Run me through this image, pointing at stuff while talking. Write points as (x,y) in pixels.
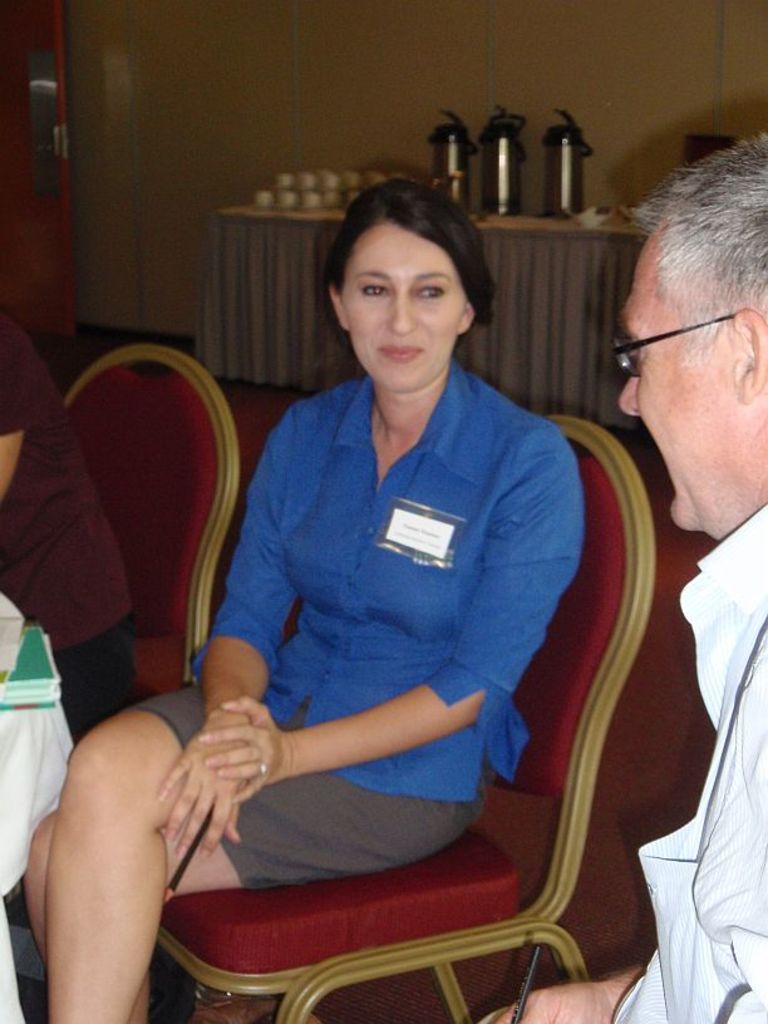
This image consists of three persons (190,787). In the front (263,709), the woman (236,743) sitting is wearing a blue shirt (456,587) is sitting in a chair (465,909). On the right (728,875), the man (728,875) wearing a white shirt (713,830) is sitting. In the background (467,170), we can see a table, on which there are three flasks (456,170). On the left (51,464), there is a person (75,590) sitting is wearing a red T-shirt (75,559). At the bottom (415,1017), there is a floor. In the background (206,56), there is a wall (380,100) along with the door (22,184).
